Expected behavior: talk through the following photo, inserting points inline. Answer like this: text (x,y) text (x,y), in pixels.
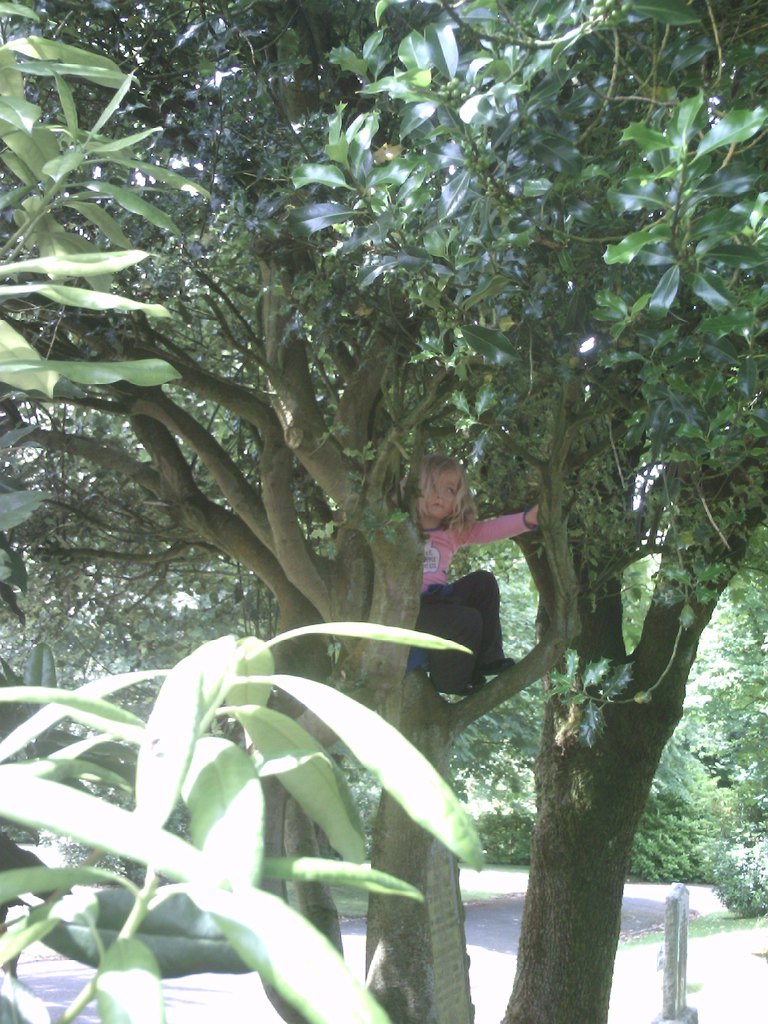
The girl (423,610) in a pink and black dress (503,525) is sitting on the tree (426,725). In the right bottom of the picture (665,944), we see a headstone (672,951). There are trees (92,593) in the background (121,645). This picture is clicked in the garden (304,687).
